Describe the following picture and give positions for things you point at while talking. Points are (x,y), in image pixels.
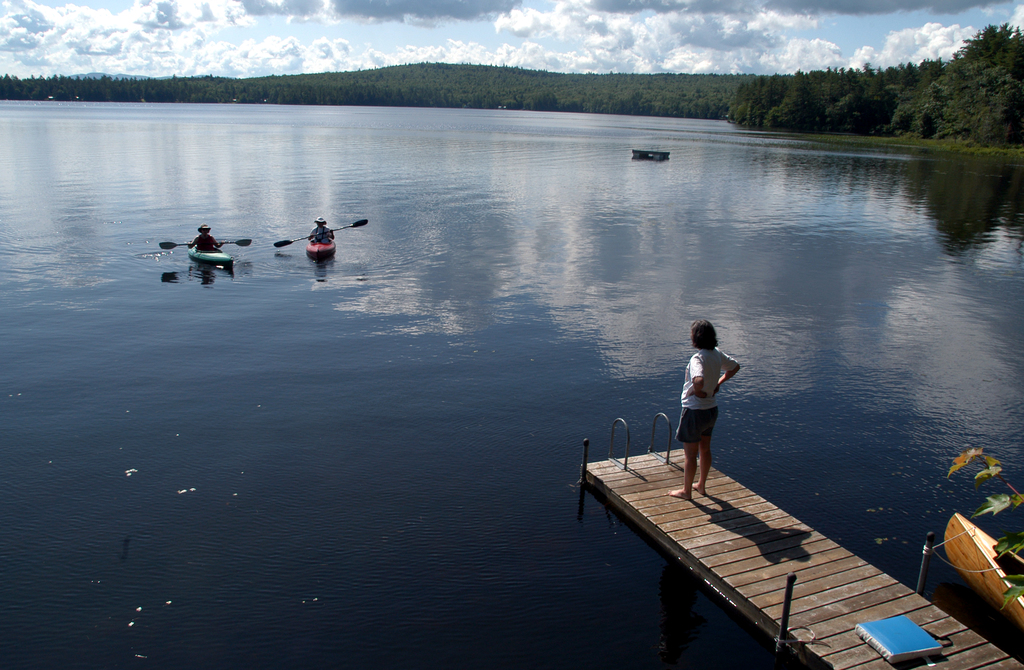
In this picture we can see a person (686,490) is standing on the pier (676,480). In front of the person (702,400), there are two other persons (200,240) sitting on the boats (322,246) and holding the paddles (305,238). At the top of the image (389,41), there are trees (472,73), hills (489,72) and the cloudy sky (506,41). At the bottom right corner of the image (900,632), there is another boat (977,546) and an object (878,637).
